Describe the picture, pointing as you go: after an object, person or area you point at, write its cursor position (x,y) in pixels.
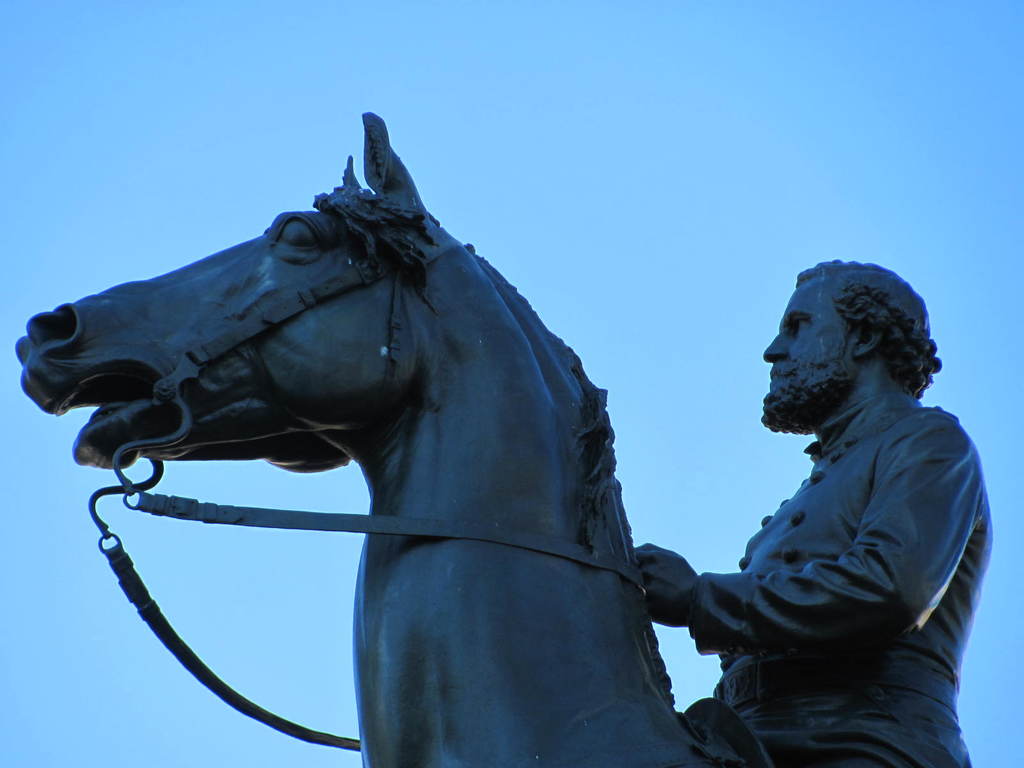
In this picture, the sky (162,104) is blue. There is a statue (494,523). The statue (451,466) has a horse (356,345) which has straps (206,507) on it and a man (843,451) sitting on the horse (548,611).
